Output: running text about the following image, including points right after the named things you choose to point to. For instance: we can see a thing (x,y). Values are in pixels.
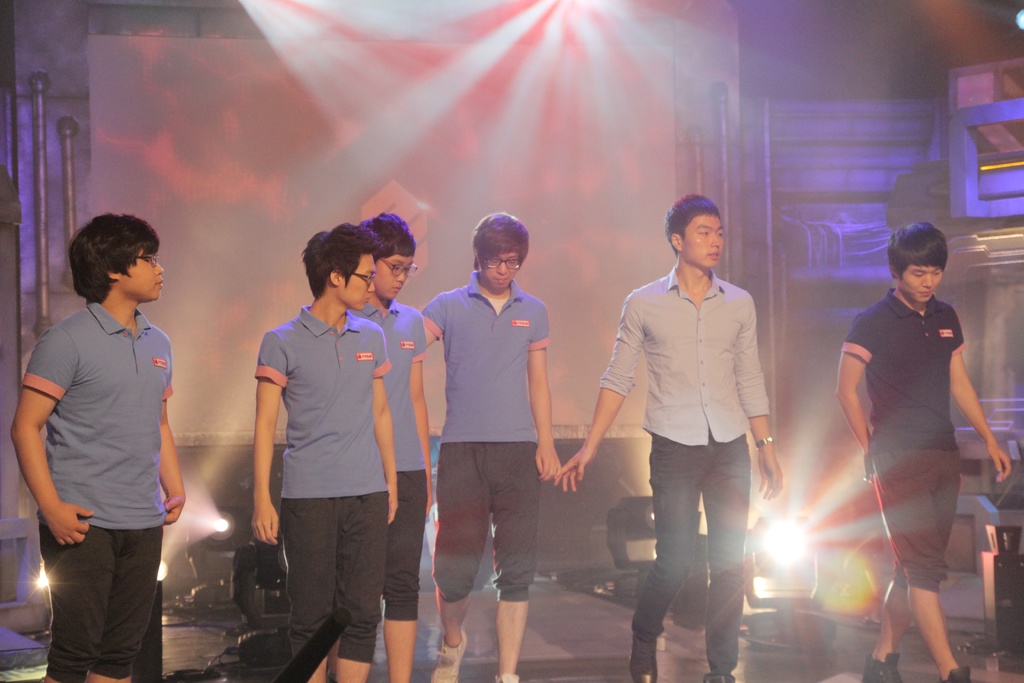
In the background (302,132) there is a wall (84,165) with a screen (294,154) and a few lights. At the bottom of the image (569,652) there is a floor (790,663) and there are a few lights (231,544). In the middle of the image (487,300) six men (508,534) are standing on the floor (855,641).
